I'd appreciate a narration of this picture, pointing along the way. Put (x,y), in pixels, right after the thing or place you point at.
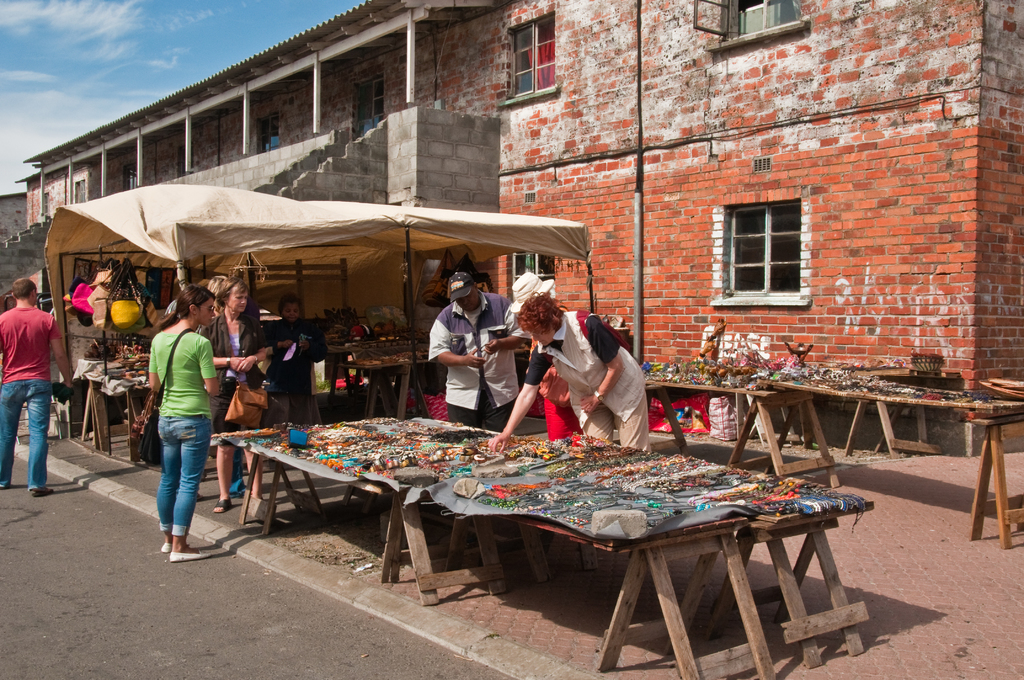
This is a street view. Many people (164,372) are standing. Woman (158,384) wearing a green t shirt (183,376) is holding a bag (152,431). And there are benches (772,444). On the benches (407,431) there are many items (682,379). Behind the bench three persons (541,356) are standing wearing a hat (524,280) and a cap (467,280). In the background (464,152) there is a building (599,150) with brick wall (701,161) and windows (550,54). Also there is a tent (268,238). Inside the tent (232,245) there are some bags (119,295) hanged on the wall (105,301).
